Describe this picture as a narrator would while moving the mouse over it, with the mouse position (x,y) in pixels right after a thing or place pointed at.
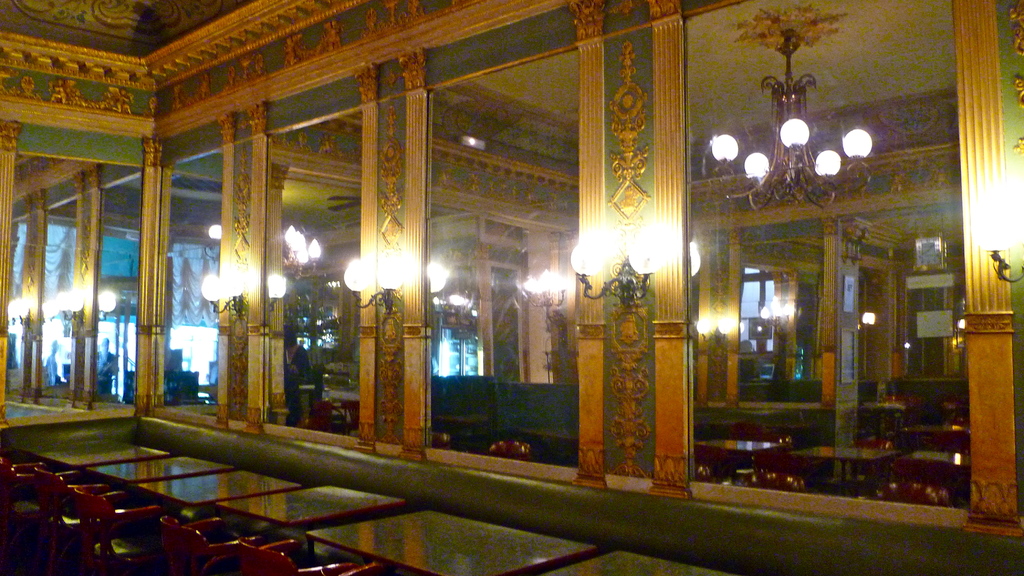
This picture is clicked inside the hall (685,318). In the foreground (166,529) we can see the chairs (128,511) and tables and we can see the lamps (642,245) attached to the walls (265,236) and we can see the chandeliers (854,155), roof (866,55) and mirrors (890,288) and some other objects (923,326).
